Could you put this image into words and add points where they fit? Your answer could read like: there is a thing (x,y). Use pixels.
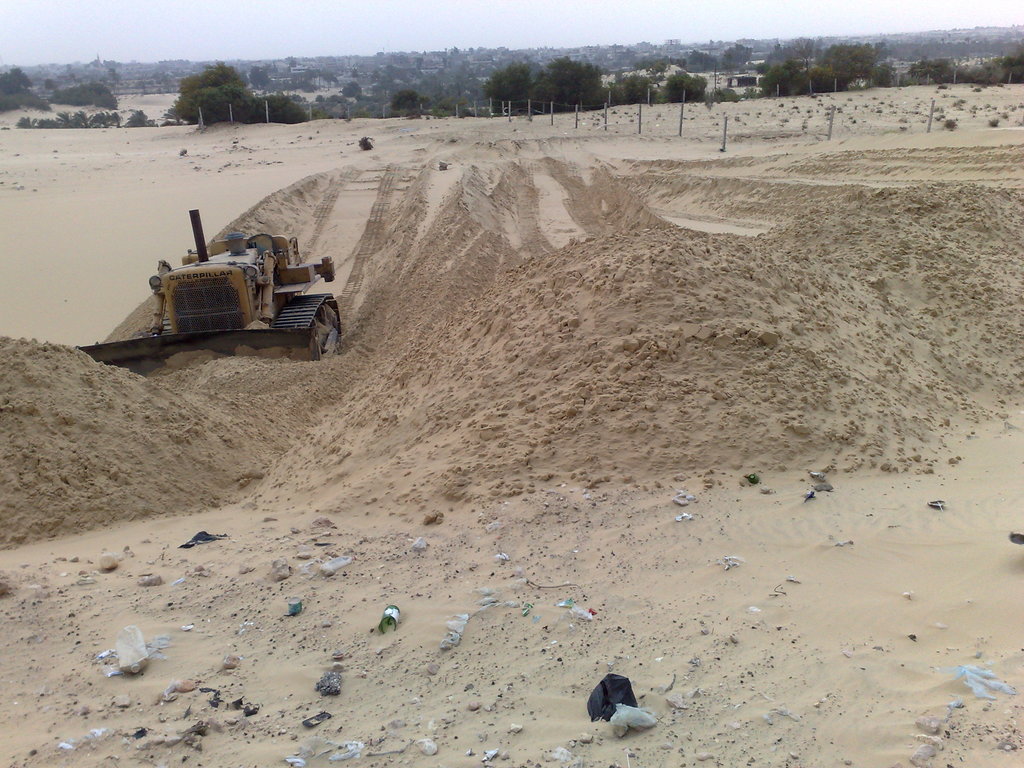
In this image there is a tractor (313,300) present on the sand (442,399). In the background (1003,79) we can see many trees (581,82). Fence (772,130) is also visible. Sky (133,35) is also present in this image.
